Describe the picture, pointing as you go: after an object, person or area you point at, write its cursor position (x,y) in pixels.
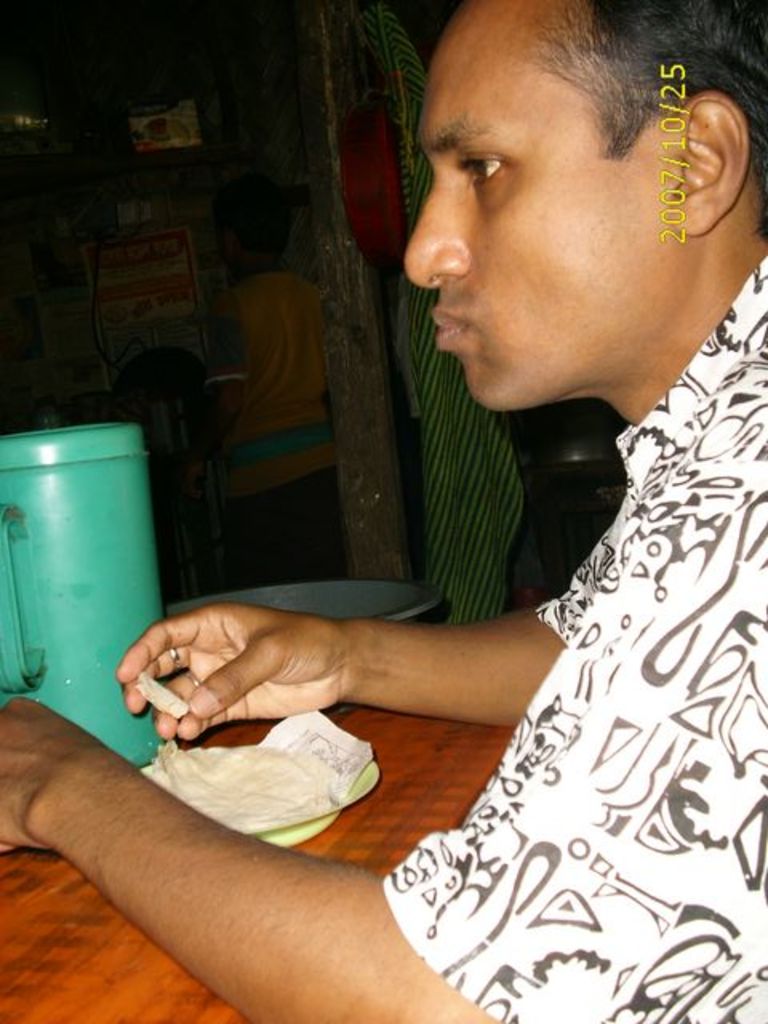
In this image I see a man (492,379) who is wearing a shirt (605,990) which is of white and black in color and I see a table (346,714) on which there is a plate (270,787) and I see food (308,806) on it and I see that this man (336,661) is holding a piece of food (171,701) in his hand (297,664) and I see a green color jug (139,483) over here. In the background (220,442) I see a person (248,376) over here and I see a thing (106,309) over here and I see the watermark (666,194) over here.
